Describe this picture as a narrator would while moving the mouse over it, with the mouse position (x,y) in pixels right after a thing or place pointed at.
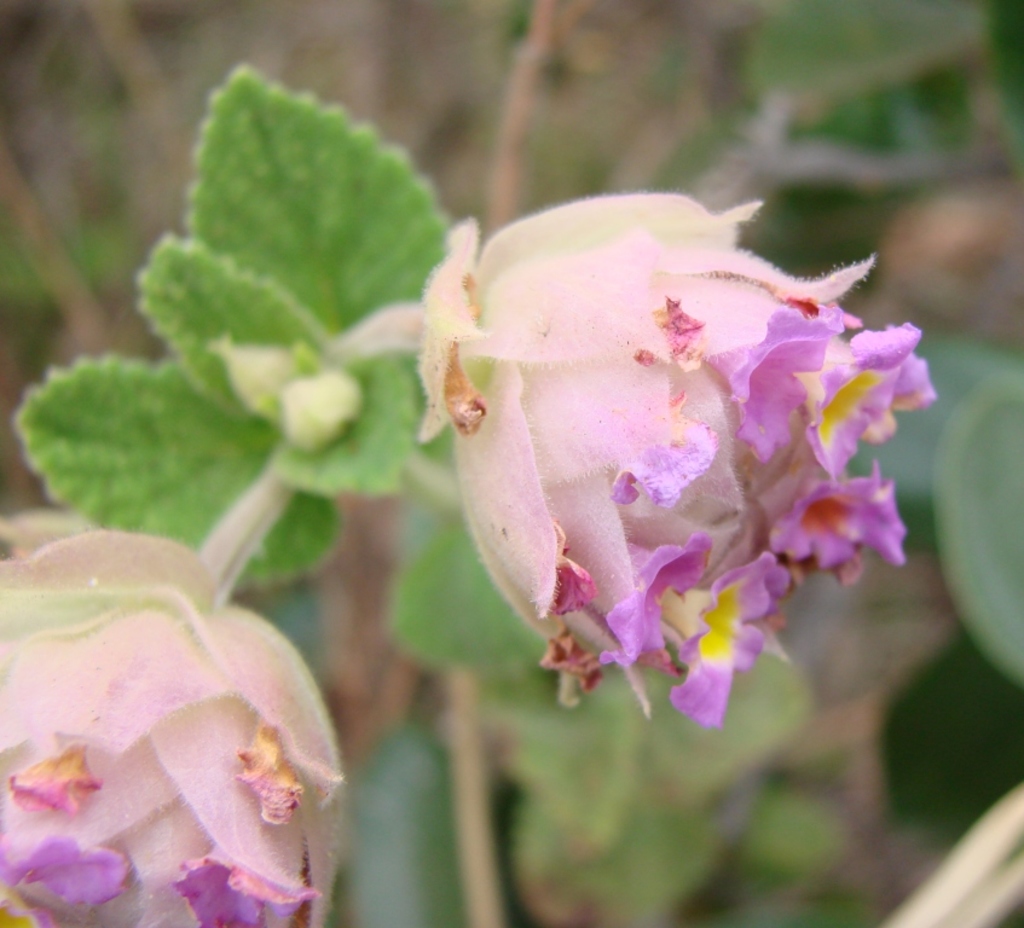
This image consists of two flowers (831,312) in pink and purple color along with the green leaves (343,434). At the bottom (439,865), there are plants (487,892). The background (30,52) is blurred.
